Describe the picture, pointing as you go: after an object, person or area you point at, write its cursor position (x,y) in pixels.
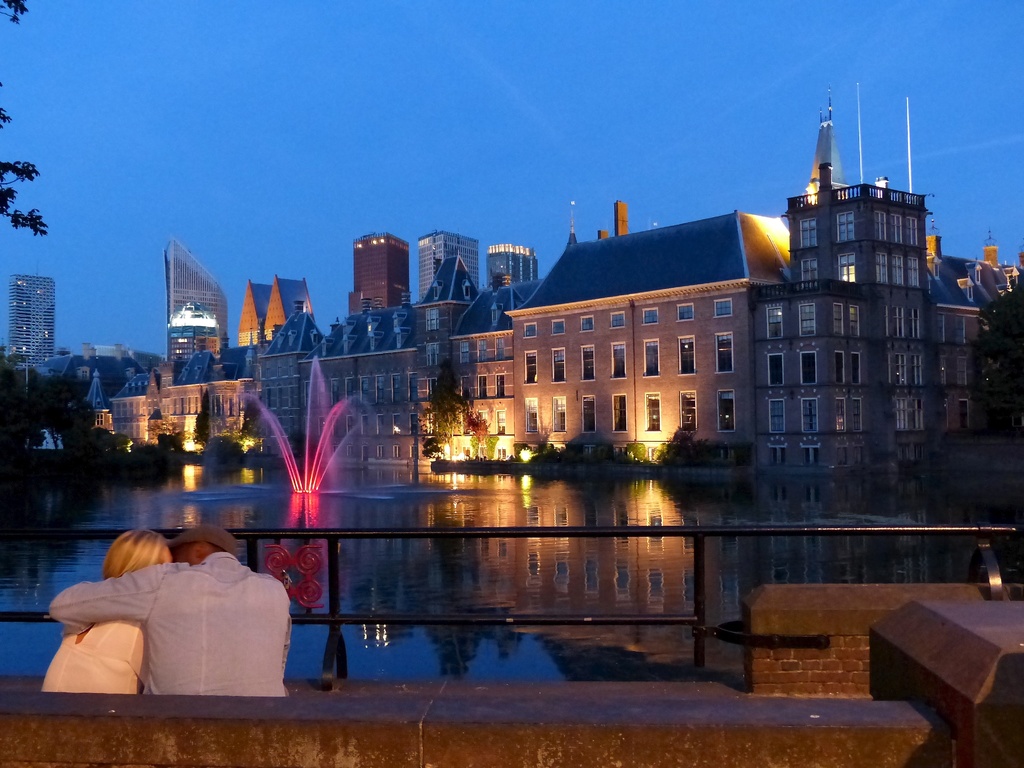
In this image we can see many buildings (538,389) and they are having many windows (719,345). There is a lake (580,488) in the image. There are few people (166,604) in the image. There is a barrier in the image. We can see the reflection (572,480) of lights (457,456) and buildings (612,503) on the water surface (557,512). There are many trees (75,416) and plants (518,451) in the image. We can see the sky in the image.
